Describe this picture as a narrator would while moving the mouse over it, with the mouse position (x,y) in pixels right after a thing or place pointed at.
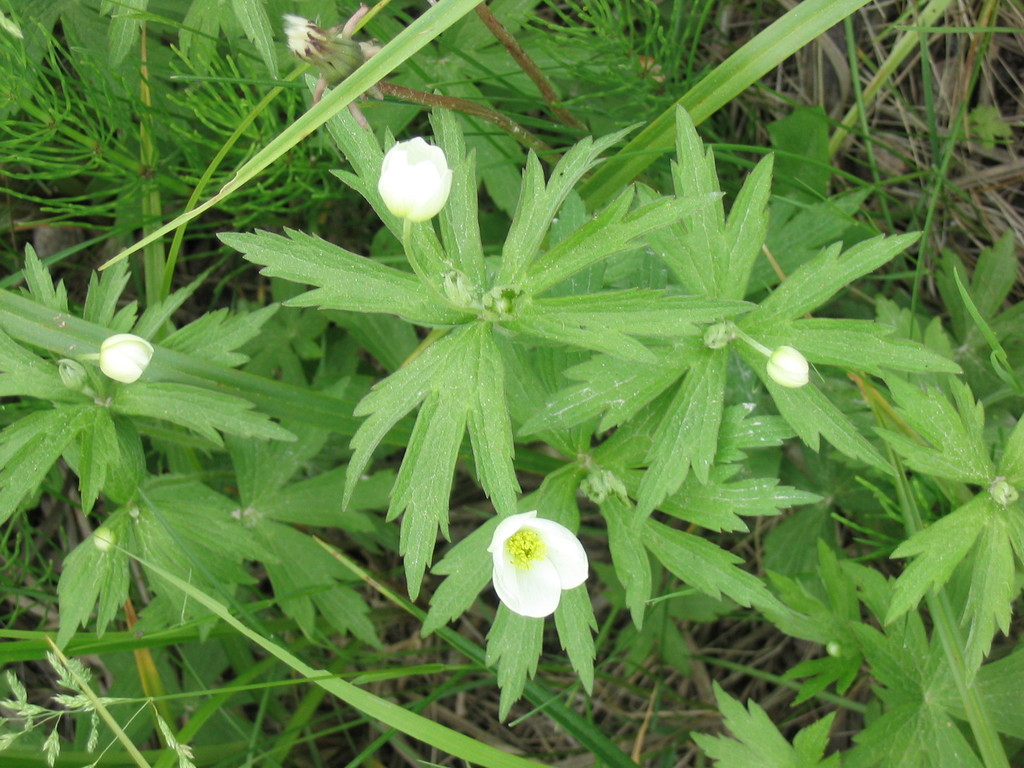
In this picture there are flowers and flower buds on the plants (373,286). At the bottom (678,712) there is grass (939,178).
